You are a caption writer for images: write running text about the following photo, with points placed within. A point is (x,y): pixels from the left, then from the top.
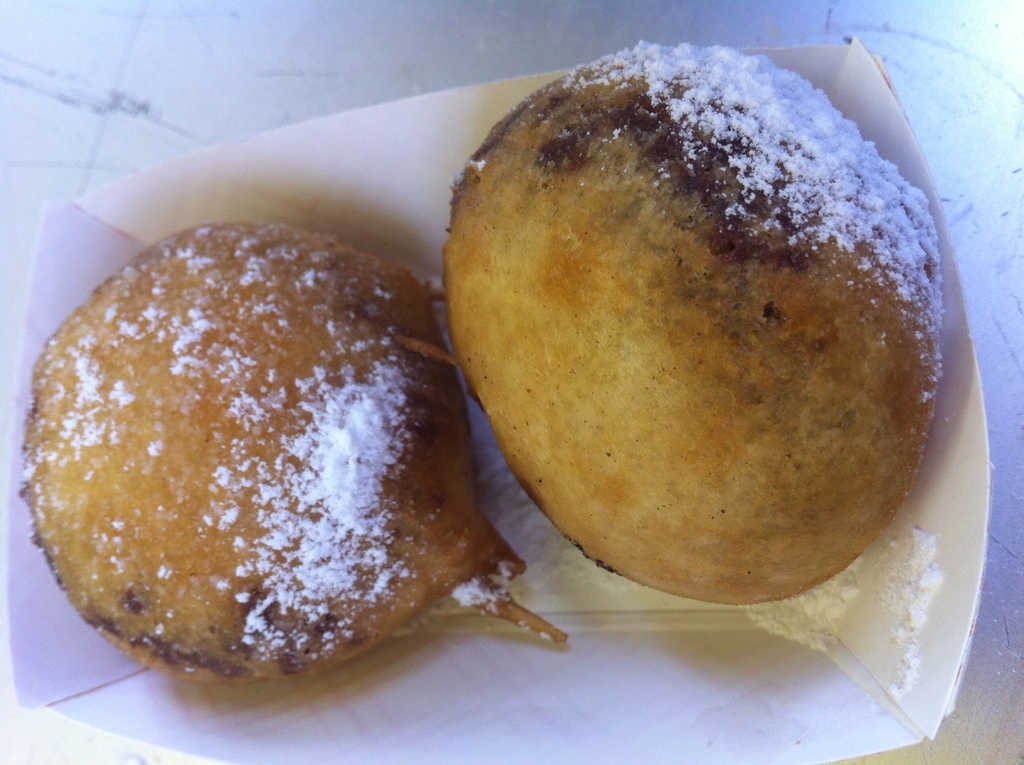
In this image there is a paper cup (665,666) which has some food (515,455) in it. On the food (515,266) there is white colour powder (337,460).
